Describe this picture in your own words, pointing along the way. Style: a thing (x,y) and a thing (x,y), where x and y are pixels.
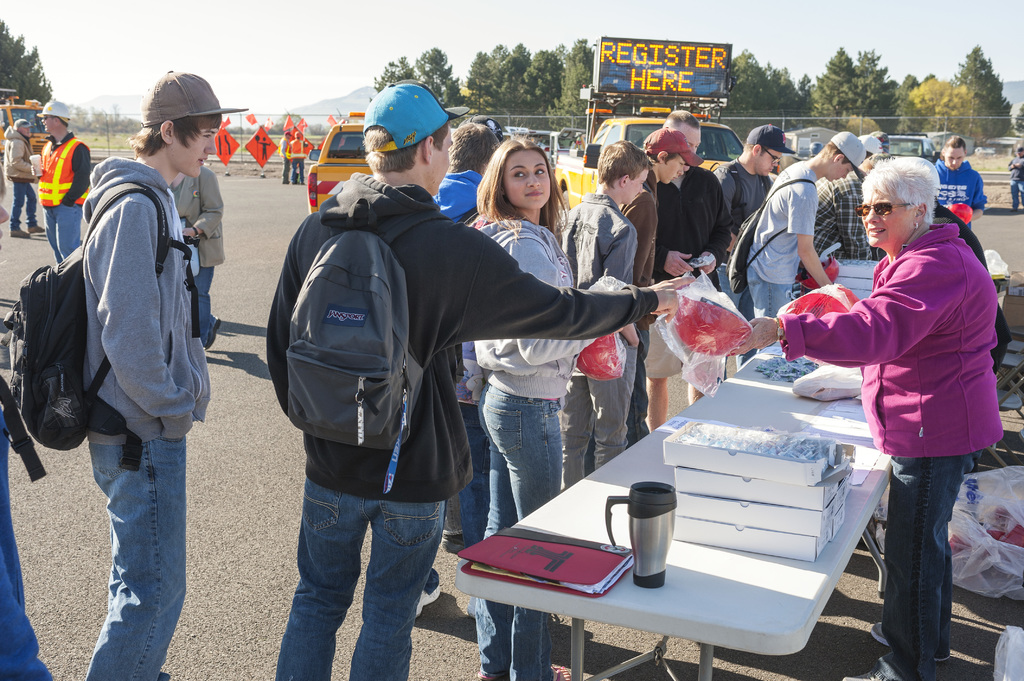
This is a picture taken in the outdoors. It is sunny. There are group of people (181,229) standing on the floor (204,466) and a woman (909,282) in pink jacket (909,330) was distributing some items (691,309). In front of the people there is a table (699,590) on the table (695,592) there are file (590,560), jar (648,567) and boxes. Behind the people (657,418) cars (355,151) are parked on a road (280,197), trees (508,83) and sky (160,38).
